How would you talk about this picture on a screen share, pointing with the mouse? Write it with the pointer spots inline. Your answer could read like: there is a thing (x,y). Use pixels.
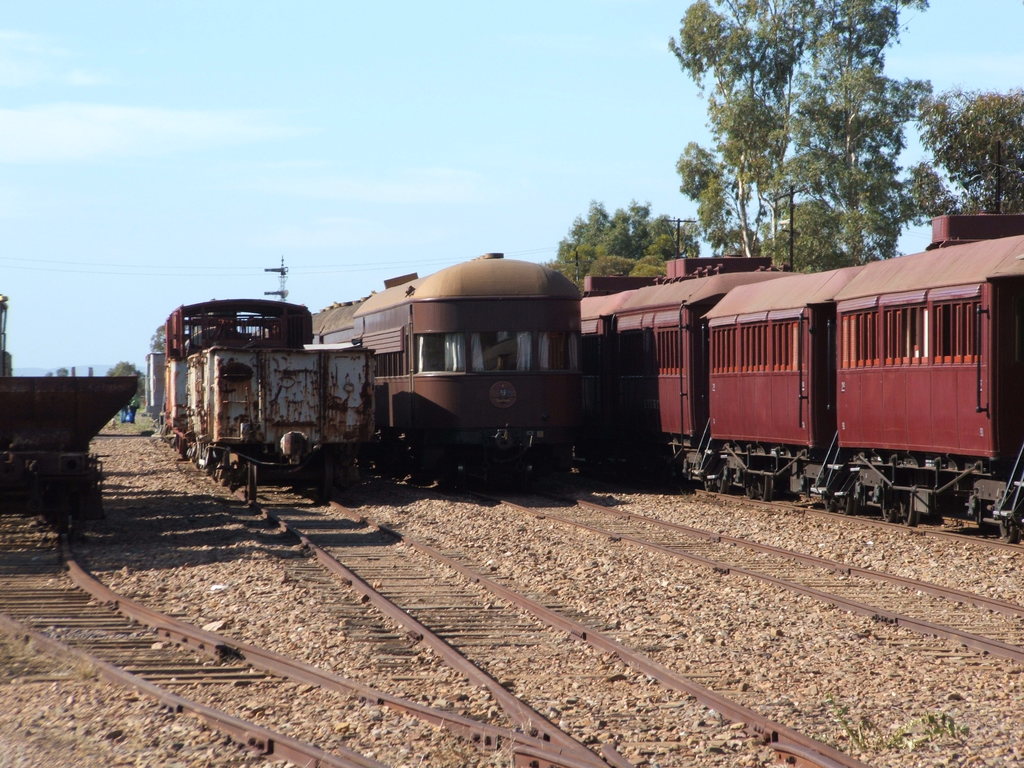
In this image, there are a few trains (605,291). We can see some railway tracks (825,599). We can see the ground (152,546) with some objects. There are a few stones (785,576) and poles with wires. We can see some trees (597,251) and the sky (228,258) with clouds (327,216).
